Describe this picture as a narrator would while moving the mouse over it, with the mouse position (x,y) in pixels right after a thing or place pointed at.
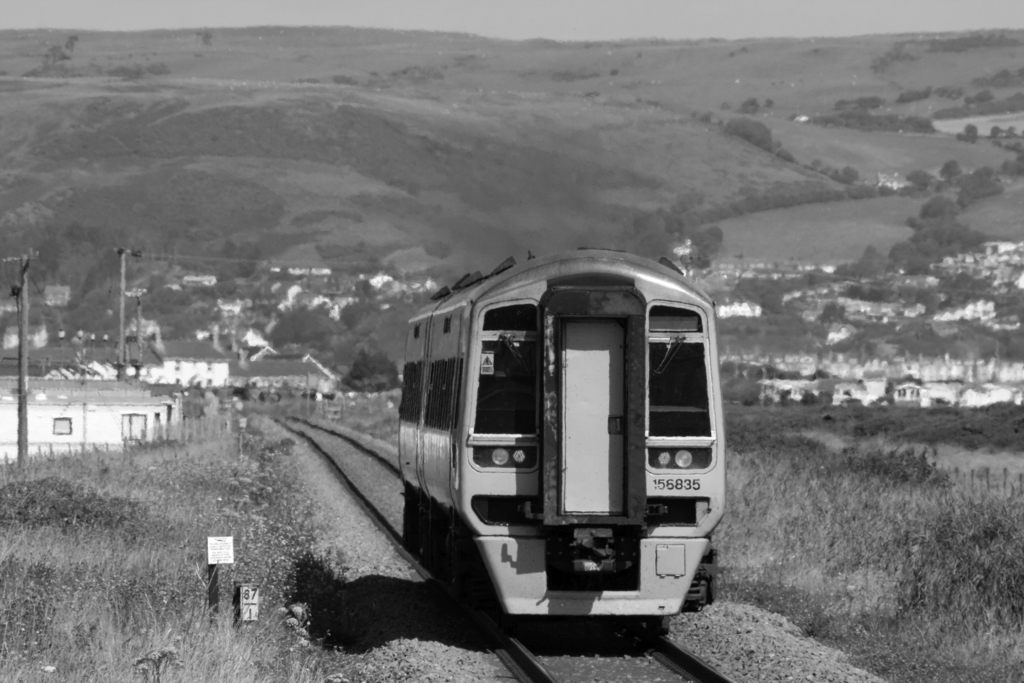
This is a black and white image, where we can see a train (478,598) on a railway track (505,630), in the background (776,285) there are trees (876,333), mountains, houses (103,359) and current poles (23,420).
